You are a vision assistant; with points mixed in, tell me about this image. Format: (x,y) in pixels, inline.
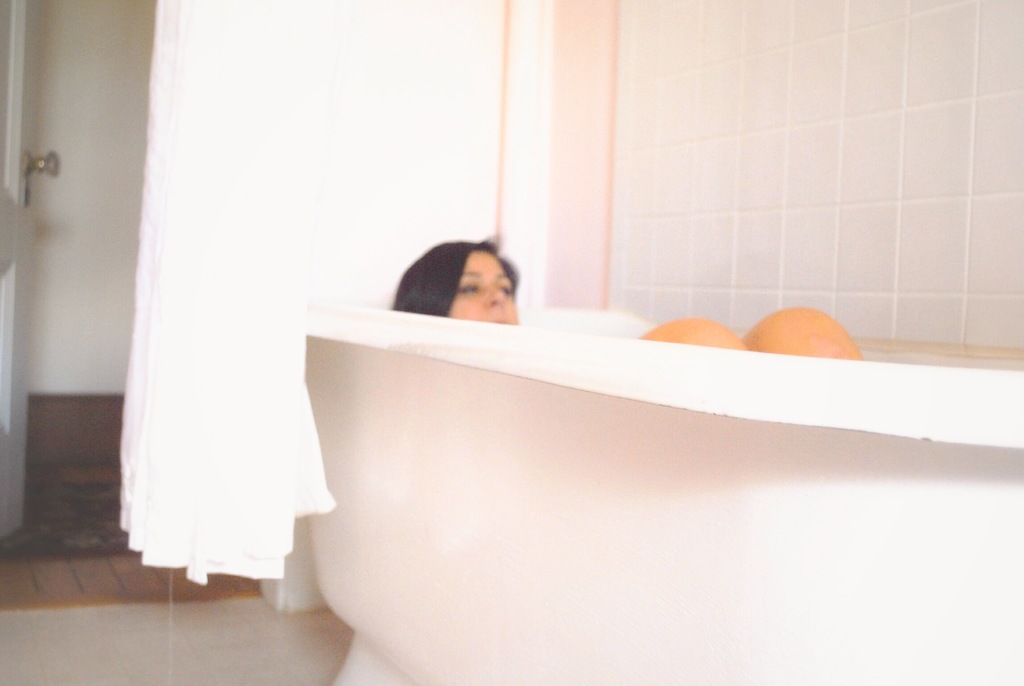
Here a woman (470,282) is bathing in a bathtub (669,478). In the left (239,259) it is a curtain (232,314).
